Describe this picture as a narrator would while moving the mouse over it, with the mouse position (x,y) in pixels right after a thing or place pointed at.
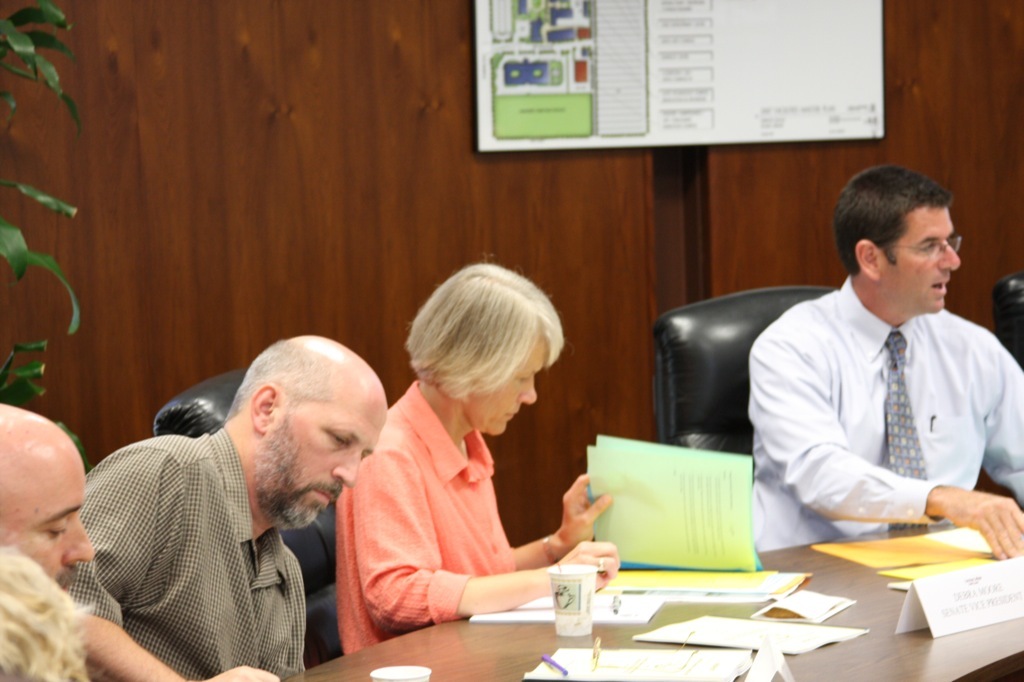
There is a room (387,408). They are sitting in a chair (688,395). There is a table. There is a paper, pen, cup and name board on a table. On the right side (787,470) we have a white color shirt person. He's wearing a tie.
